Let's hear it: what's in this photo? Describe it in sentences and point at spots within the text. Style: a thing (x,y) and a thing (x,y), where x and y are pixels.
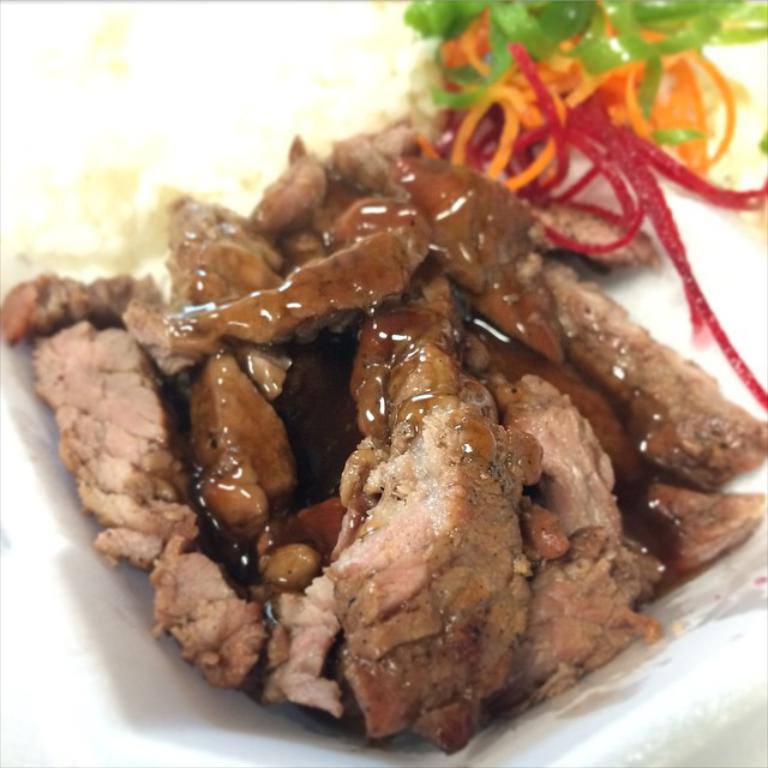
In this image we can see some food items (149,526) are kept on the plate (589,683).
